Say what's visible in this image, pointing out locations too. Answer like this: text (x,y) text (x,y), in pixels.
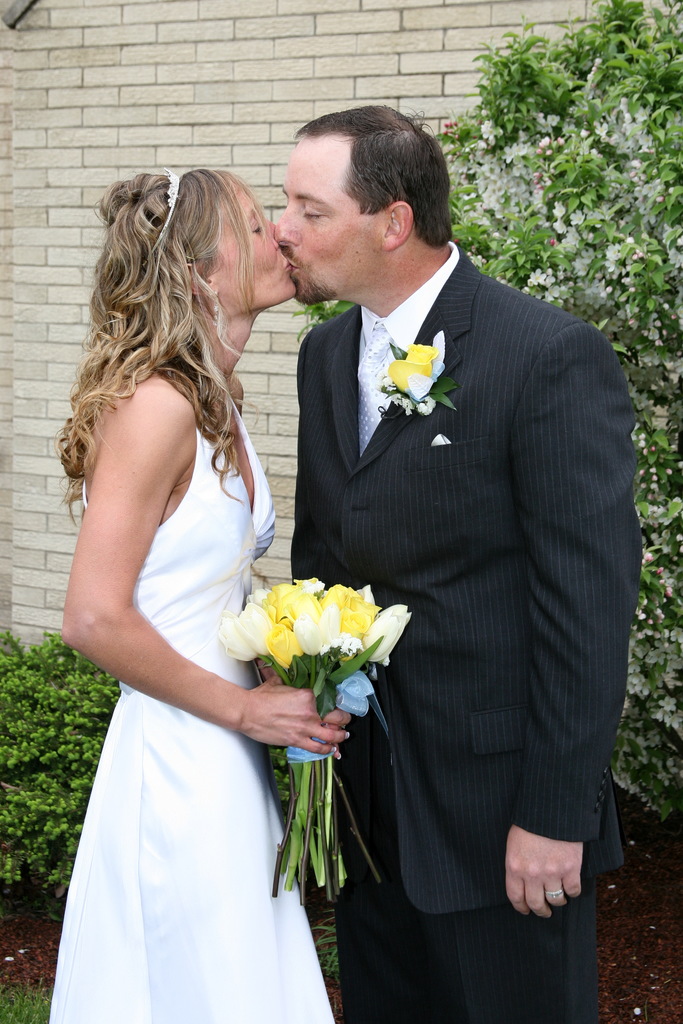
In the picture we can see a man (396,187) and a woman (257,676) are standing and kissing and the woman (142,226) is wearing a white dress (225,777) and holding flowers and the man (326,195) is wearing a black blazer (521,781) with shirt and in the background (644,746) we can see a house wall (163,53) and some plants (630,747) near it.
